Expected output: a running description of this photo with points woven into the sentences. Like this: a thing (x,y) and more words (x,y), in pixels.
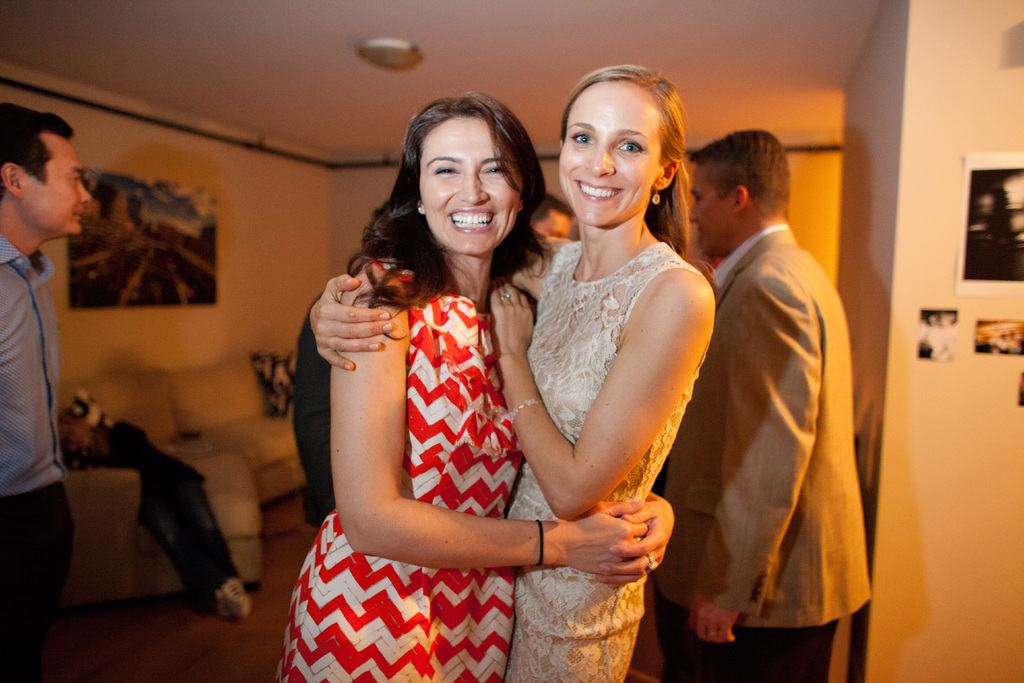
In this image I can see 2 women (565,444) standing in a room (228,675) and they are smiling. There are other people (719,376) in the room (1014,359). There is a couch (105,478) on the left (117,559). There are photos (1000,242) attached on the walls (1012,307).
